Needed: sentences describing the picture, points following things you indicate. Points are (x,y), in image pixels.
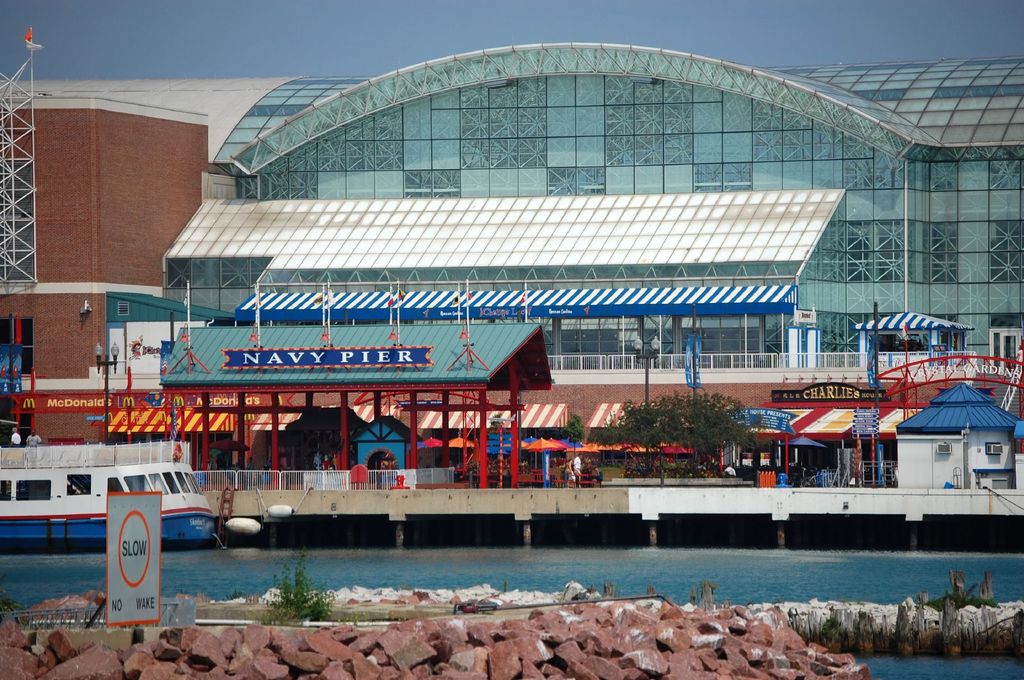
In this image there is lake (421,563), in that lake (210,549) there is a boat (147,488), in the background (118,257) there is shopping mall (485,474) and in the top (457,31) there is a sky (681,31).
